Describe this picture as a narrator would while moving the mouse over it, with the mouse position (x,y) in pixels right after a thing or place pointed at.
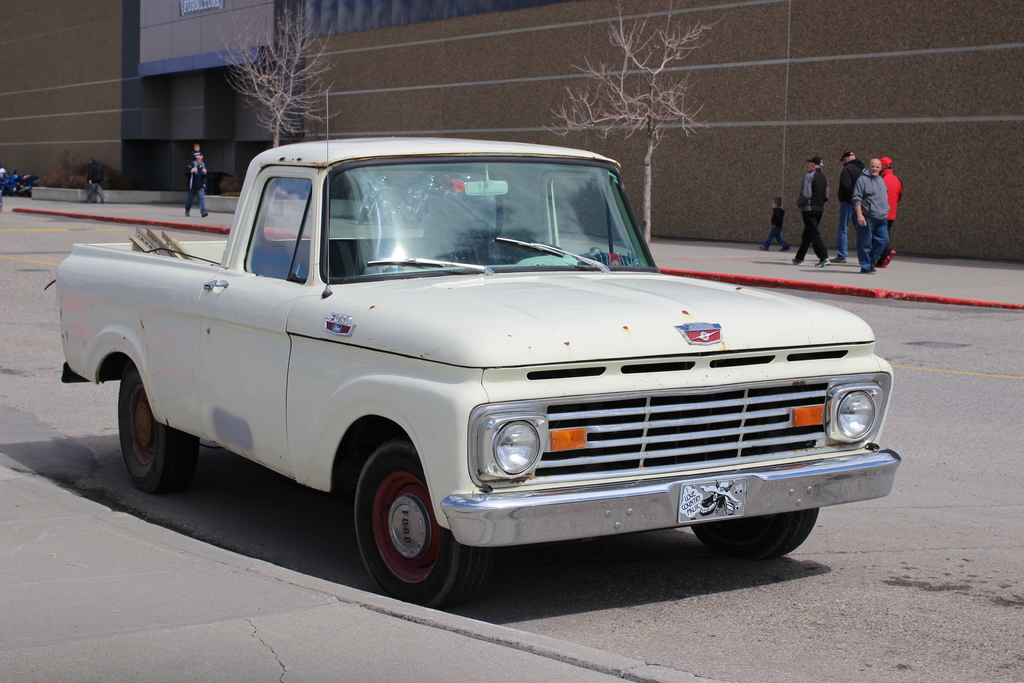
In this image we can see a car (642,482) placed on the road (499,561). On the backside (821,284) we can see a group of people (867,266) standing on the footpath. In that a man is carrying a child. We can also see some trees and a building (740,219).
